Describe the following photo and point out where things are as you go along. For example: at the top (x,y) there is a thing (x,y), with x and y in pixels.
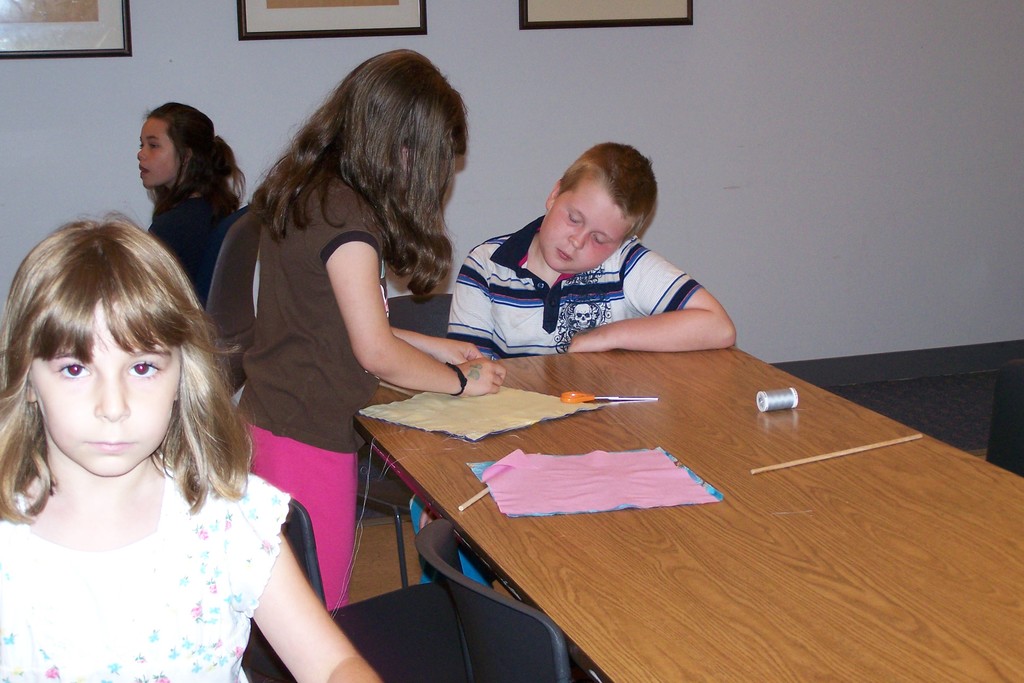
In the picture we can find three girls (406,156) and one boy (487,268), the boy (605,179) is sitting in the chair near to the table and one girl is standing near the table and writing something on the cloth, background (720,265) we can find the wall (771,242) and photos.
